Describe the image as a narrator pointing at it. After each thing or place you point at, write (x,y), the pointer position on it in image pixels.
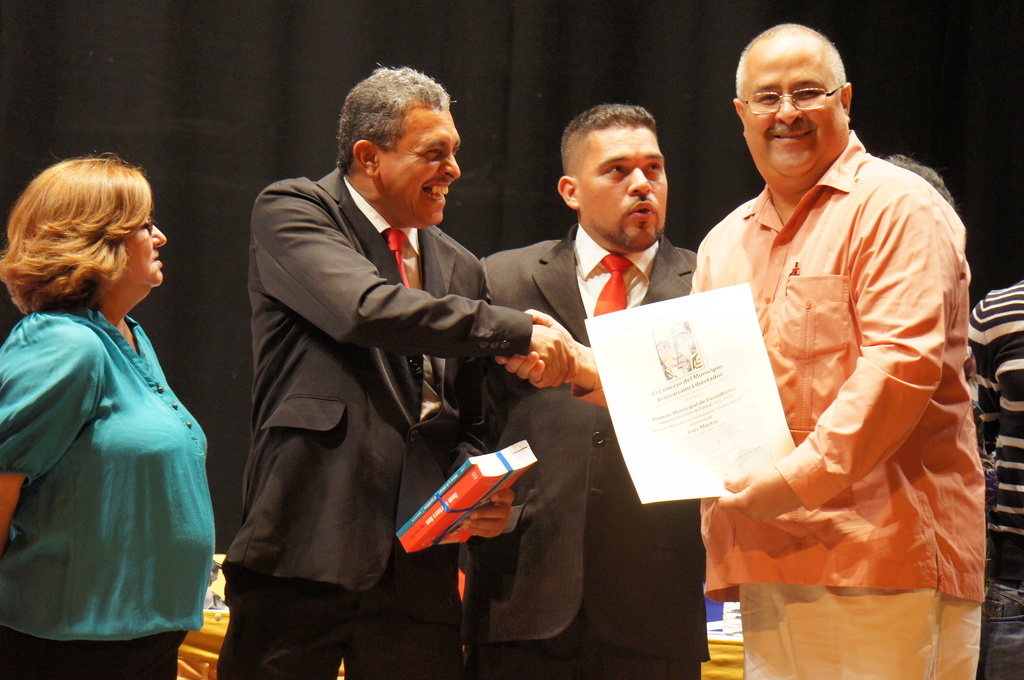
In this image I can see a man (888,290) is smiling and also holding a paper (763,411) in his hand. In the middle (614,300) two men (389,450) are there, they wore black color coats (484,359), red color ties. On the left side (158,527) there is a woman (181,471), she wore blue color top (150,502) and looking at right side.
